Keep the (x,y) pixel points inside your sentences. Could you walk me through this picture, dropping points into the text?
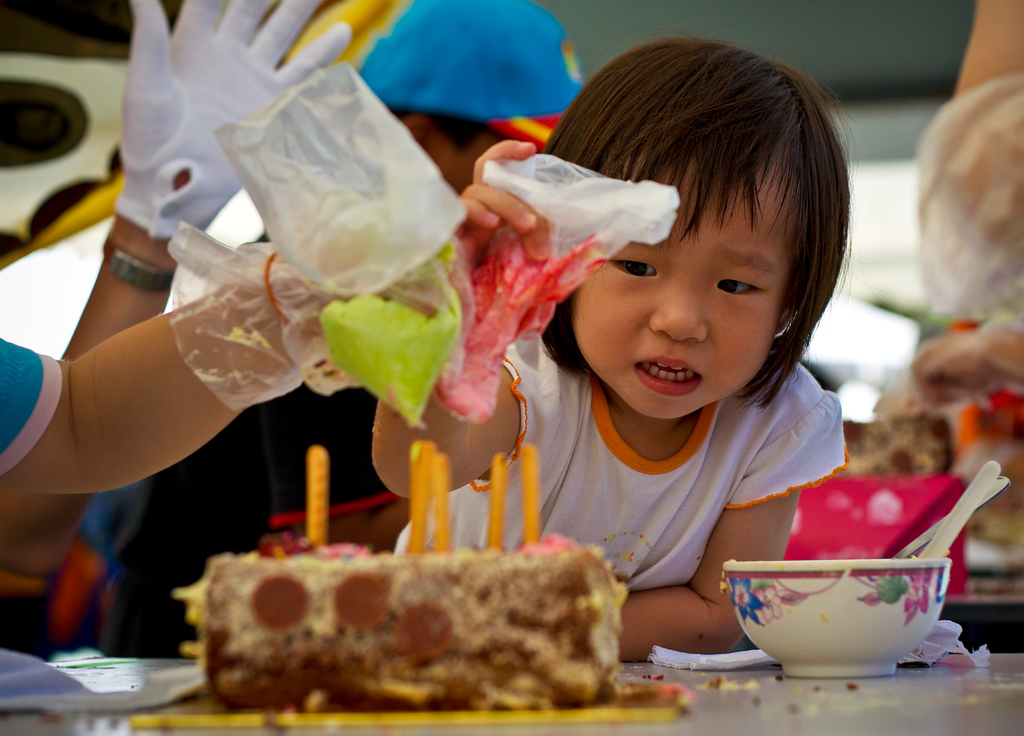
In this picture there is a girl (706,424) who is wearing white t-shirt (686,470). She is holding a plastic cover (578,187), beside her we can see another person (302,365) who is wearing gloves (174,100), watch (146,286) and he is standing near to the table (1015,680). On the table (975,716) we can see cake (407,674), cup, candle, spoons (996,471) and tissue papers (914,660). In the background (543,21) we can see a man (477,66) who is wearing blue cap (482,71) and black t-shirt (322,430).
